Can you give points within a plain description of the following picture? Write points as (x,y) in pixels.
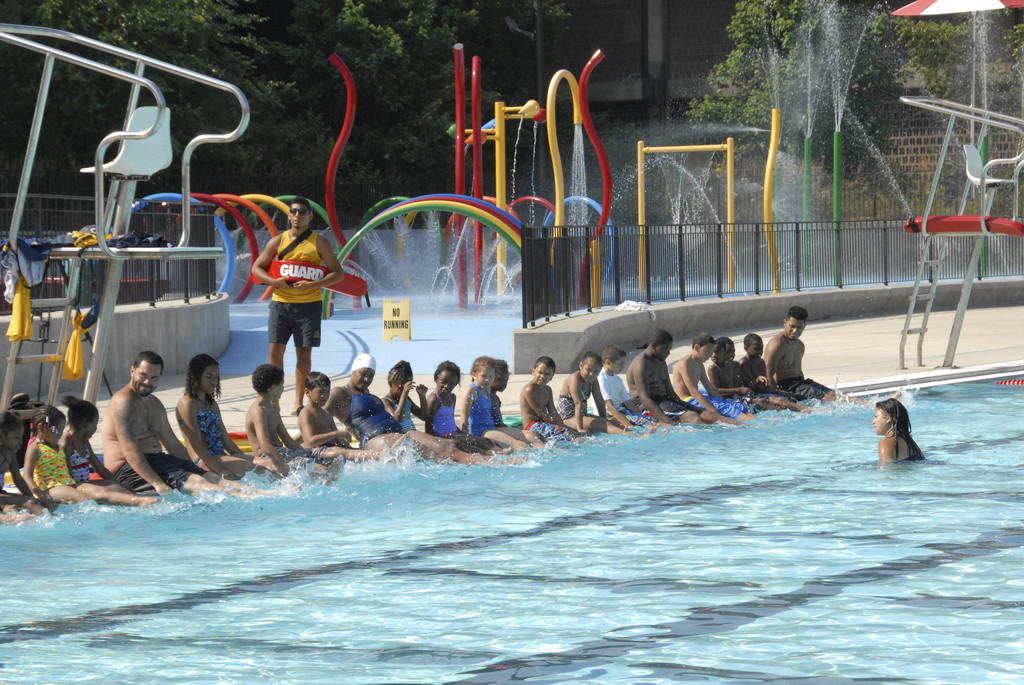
In the image there are many kids (533,442) few men (167,443) and women (351,394) sitting side of swimming pool (1010,438), this seems to be in a water park (794,169), behind them there is a person (308,331) standing, in the back (481,240) there is water fountain (844,48) and sprinklers (732,174) with a fence (680,278) in front of it and over the background (948,51) there are trees (280,63).
